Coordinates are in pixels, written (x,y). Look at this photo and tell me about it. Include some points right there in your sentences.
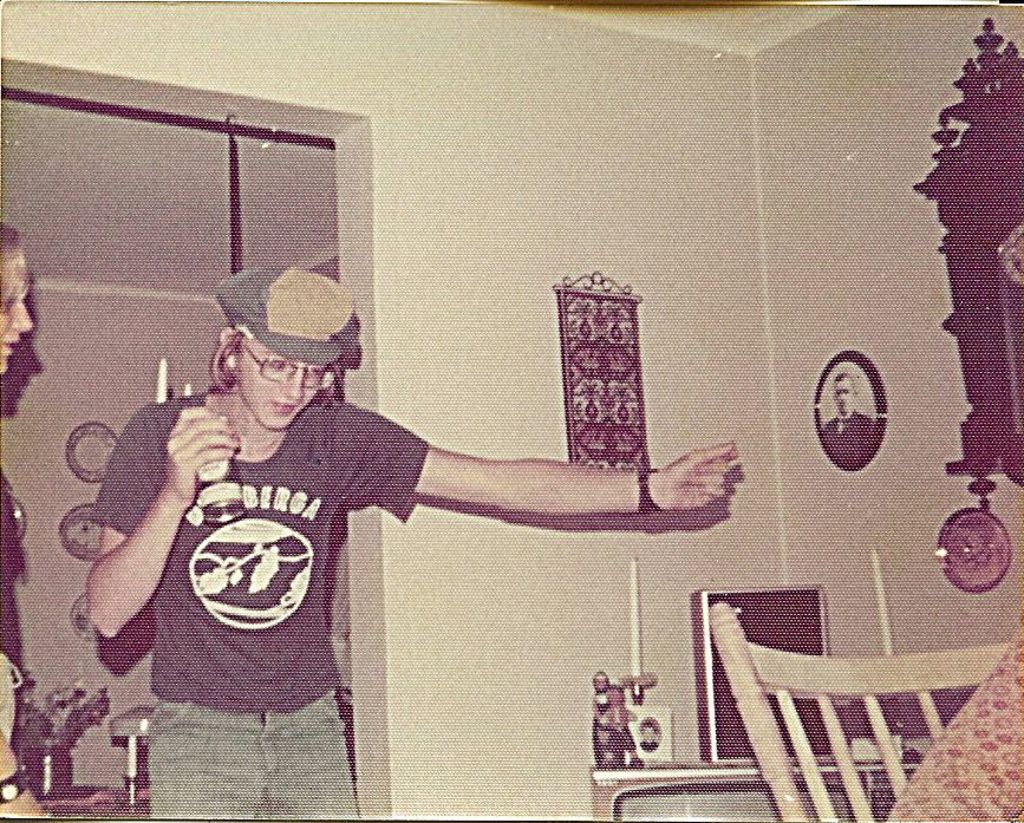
On the left side (285,672) a person (271,717) is standing, this person (285,733) wore a t-shirt (285,672), trouser (272,768), spectacles (323,377), cap (325,335). On the right side (830,412) there is a photo frame (851,417) on the wall (809,460).
